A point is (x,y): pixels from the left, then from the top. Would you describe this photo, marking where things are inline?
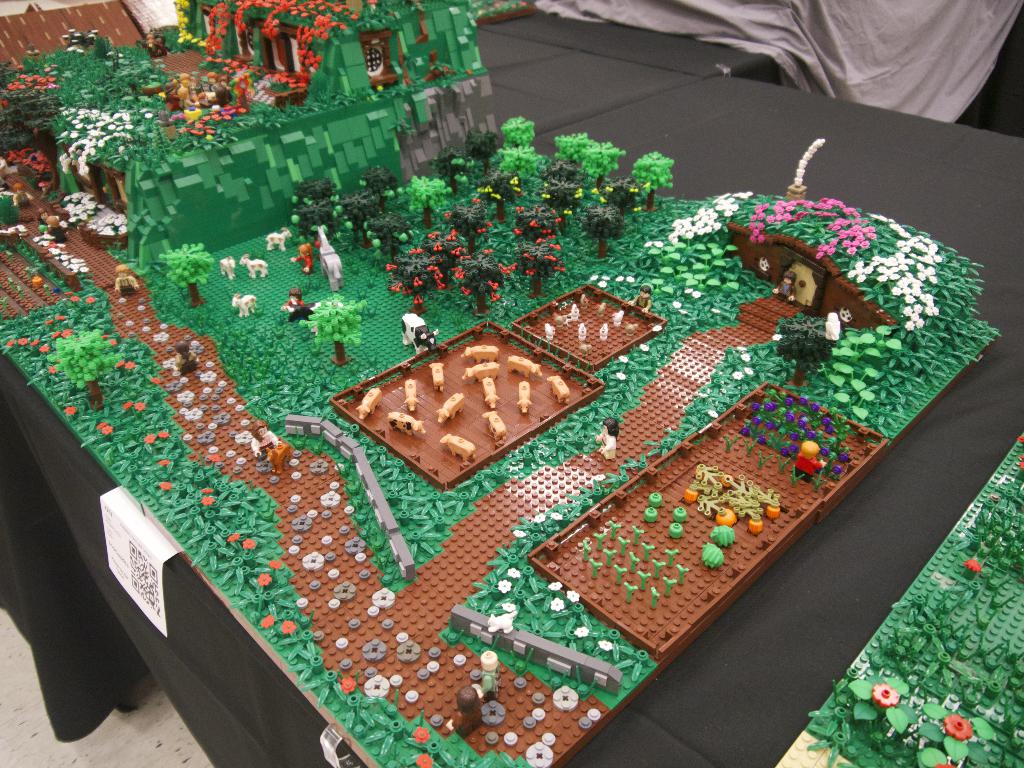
This picture consists of a lego (280,216). In the center (345,272) we can see the tables (573,61) on the top of which we can see the lego (970,700). In the foreground (429,510) we can see the group of people (607,433) standing and working and we can see the animals (495,394), plants (693,247), flowers (899,257), trees (448,265). In the background (396,49) we can see the houses (359,41), group of people (20,203) and many other objects (288,141). In the background of this picture (943,40) we can see a cloth (843,28).
